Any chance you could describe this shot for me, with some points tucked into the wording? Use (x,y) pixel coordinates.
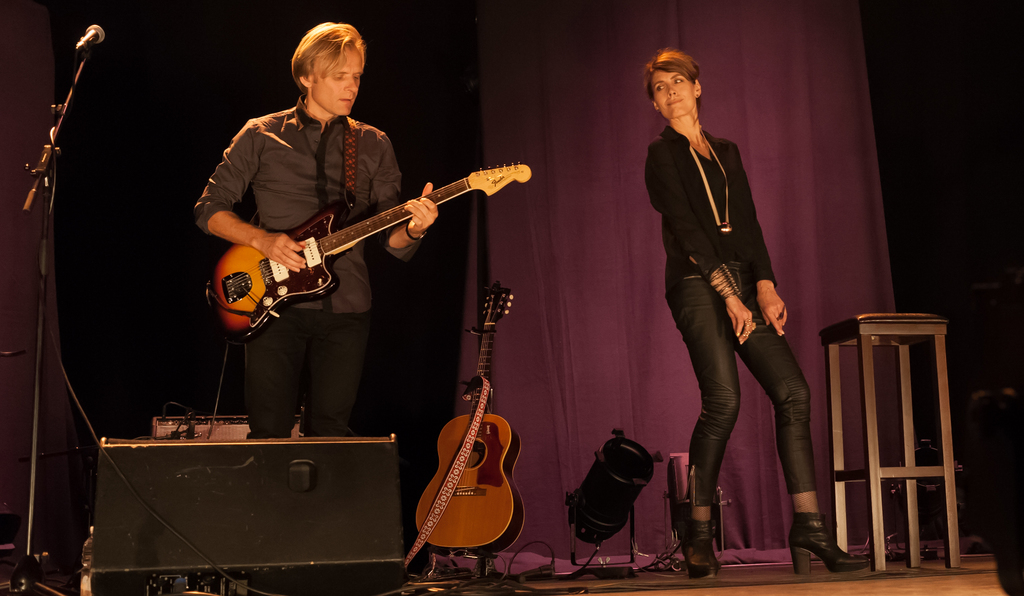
In this picture we can see a man (361,193) standing and holding a guitar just beside him there is a woman (748,284) standing, a man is holding a guitar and playing it, woman (719,291) is standing and watching him, and beside a man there is a guitar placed on the floor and to the left hand side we can see microphone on the stand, background (588,193) we can see a purple color curtain (794,279).
